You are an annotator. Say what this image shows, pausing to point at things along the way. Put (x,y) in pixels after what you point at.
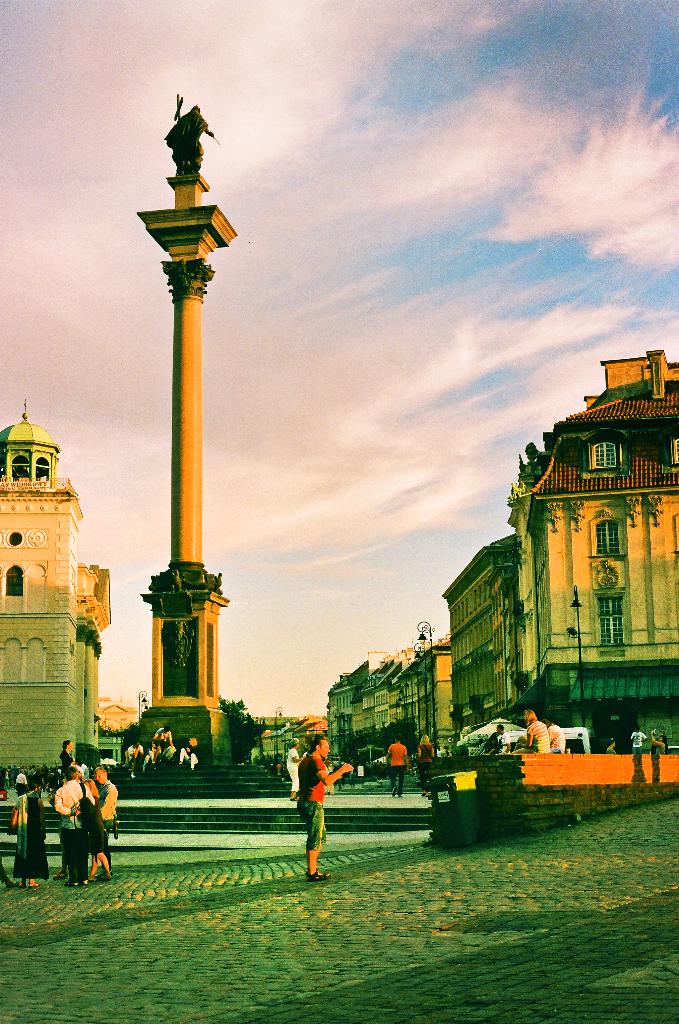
In this image we can see group of persons (313,804) holding an object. And there is a statue (177,152) and a sky (351,315).
